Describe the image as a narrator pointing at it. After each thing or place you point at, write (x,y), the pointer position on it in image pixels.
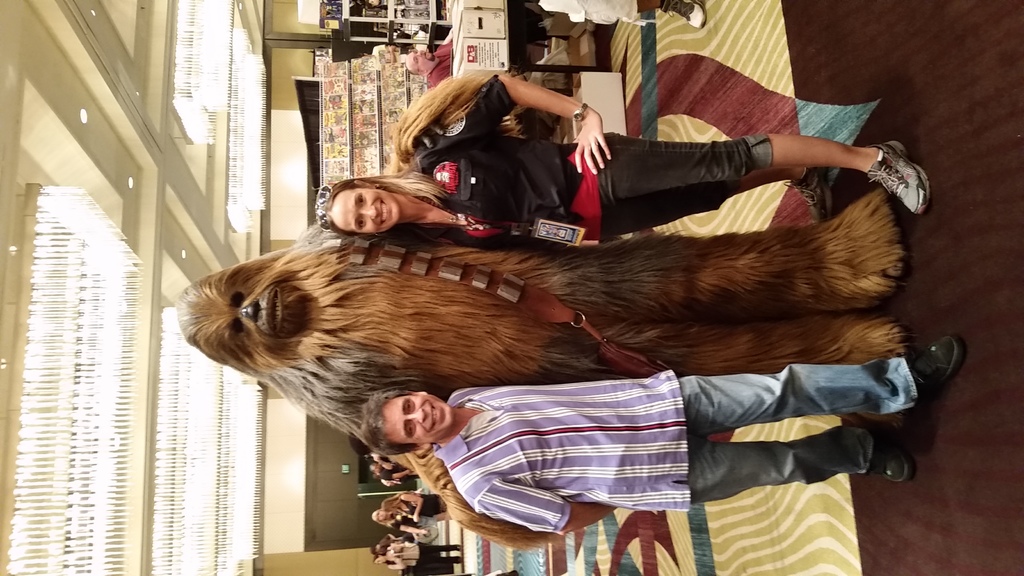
In this picture we can see there are two people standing and in between the people (540,410) there is a person (524,370) in the fancy dress (524,370). Behind the people (483,412) there are groups of people (374,471) standing and a person (437,75) is sitting and at the top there are ceiling lights (125,349) and behind the people (426,393) there is a wall (349,501) and other things (337,129).
